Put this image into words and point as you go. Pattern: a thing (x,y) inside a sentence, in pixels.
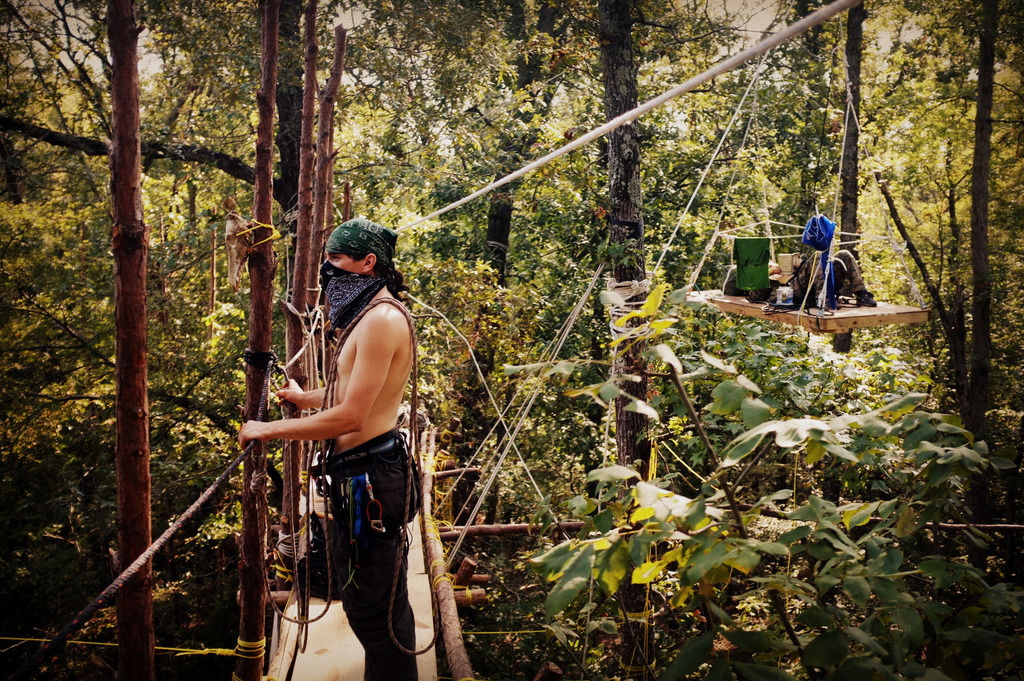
In this image we can see a man (365,368) standing on the wooden bridge (318,616). We can also see the wooden sticks (127,396), ropes (824,300) and there is a platform (842,313) with some objects (745,266). In the background (804,248) we can see many trees (550,26).
